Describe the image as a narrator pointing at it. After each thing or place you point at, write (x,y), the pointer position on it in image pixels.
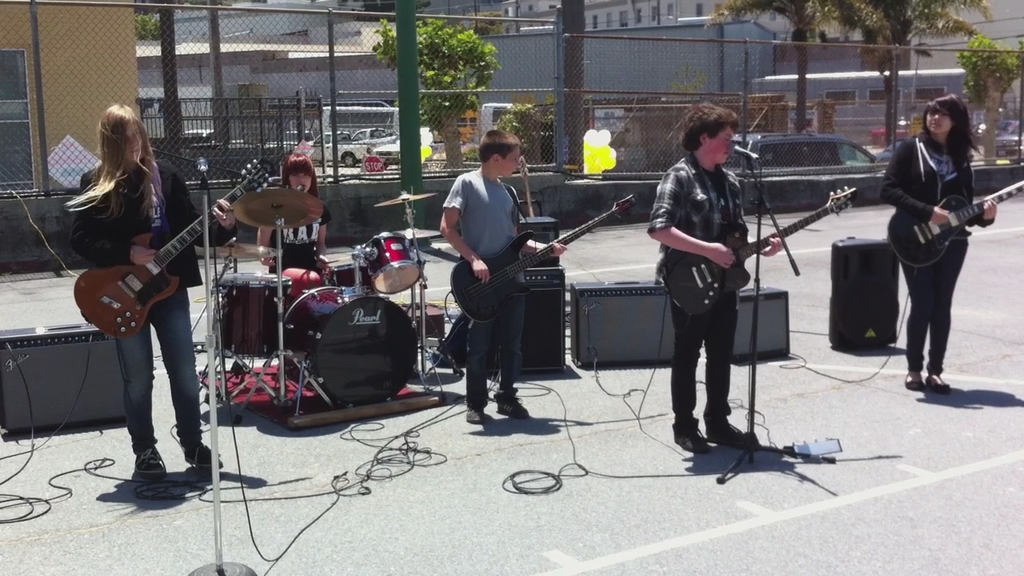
this picture shows a group of people (504,228) playing guitars (88,295) and singing with the help of a microphone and we see a woman (299,234) seated and playing drums (298,389) and we see buildings (513,60) on their back (513,60) and couple of trees (991,141) and we see few cars (464,137) parked on the side.
